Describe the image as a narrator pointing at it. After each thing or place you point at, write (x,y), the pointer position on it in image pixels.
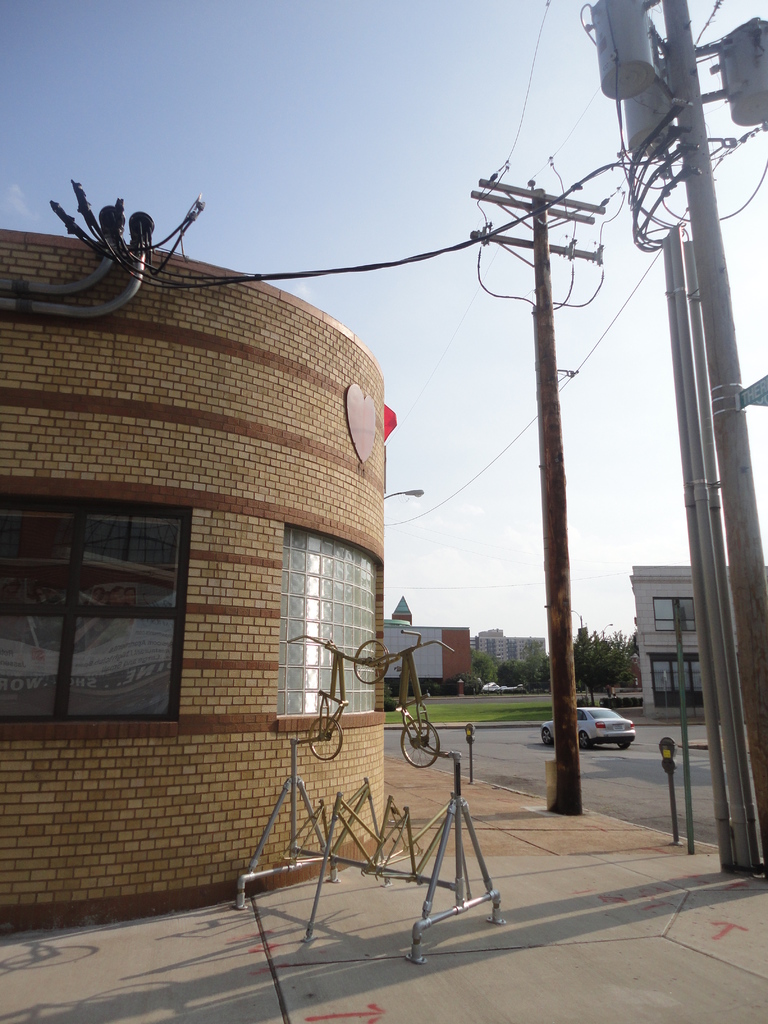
On the right side of the image (707,683) we can see current poles (558,671), sign board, building (669,611) and car (591,722). On the left side of the image (113,855) there is a building (147,628) and wires (121,264). In the background (471,528) there are buildings (419,670), trees (543,666) and sky (496,579).
